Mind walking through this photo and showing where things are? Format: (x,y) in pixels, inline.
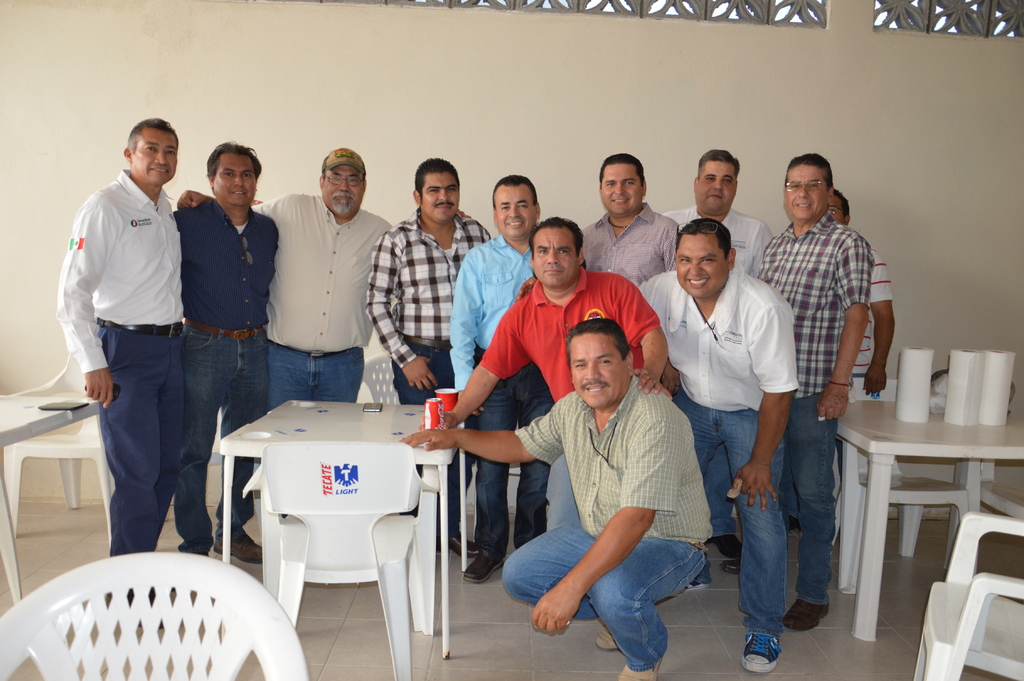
A group of persons (433,246) are standing. In this picture we can able to see tables (26,417) and chairs (355,477). On this tables (359,415) there are mobiles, tin (433,418), cup (448,407) and paper roll (976,395).
